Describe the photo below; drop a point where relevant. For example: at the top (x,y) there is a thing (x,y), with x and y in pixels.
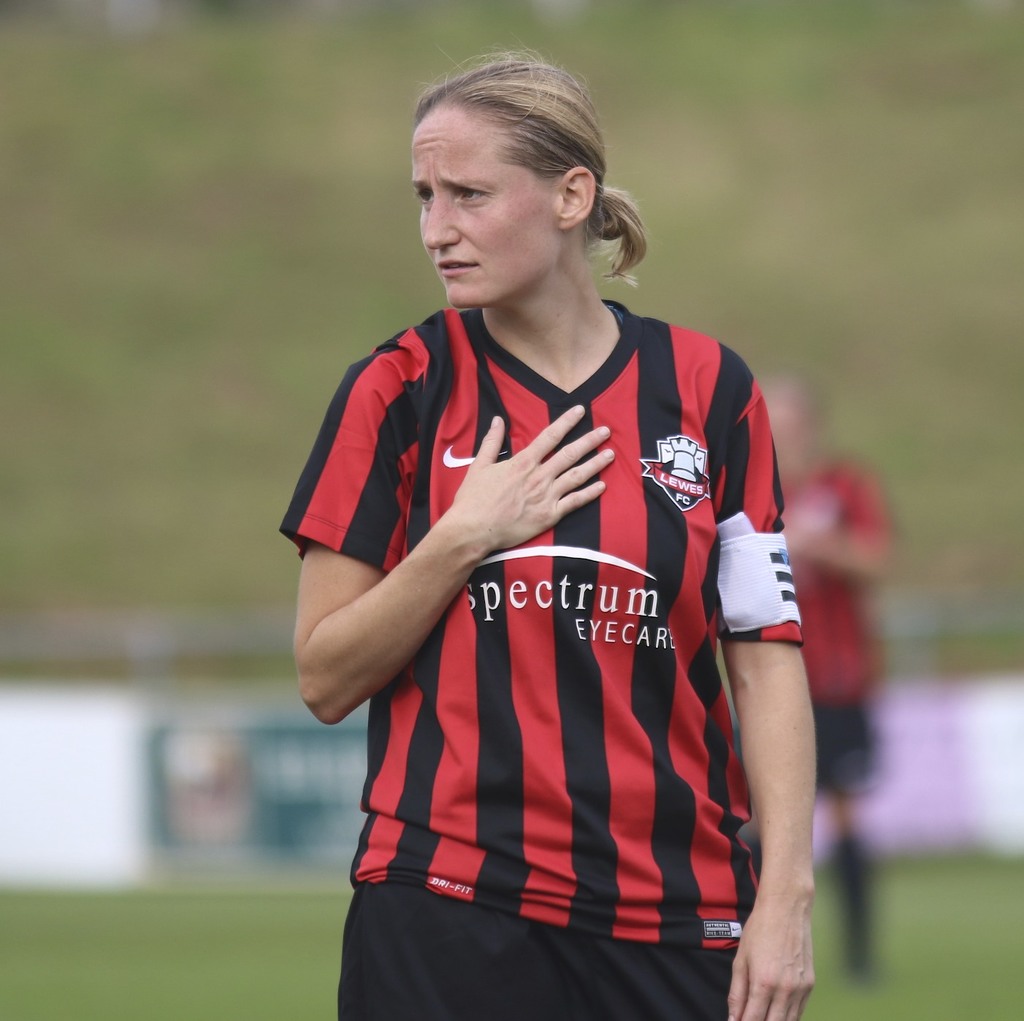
In this image we can see a lady person (452,609) wearing red color T-shirt (476,653) and black color short (700,951) standing and in the background of the image (840,881) there is another lady person (807,604) wearing similar dress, there is a board (43,765) and background (50,374) image is blur.
